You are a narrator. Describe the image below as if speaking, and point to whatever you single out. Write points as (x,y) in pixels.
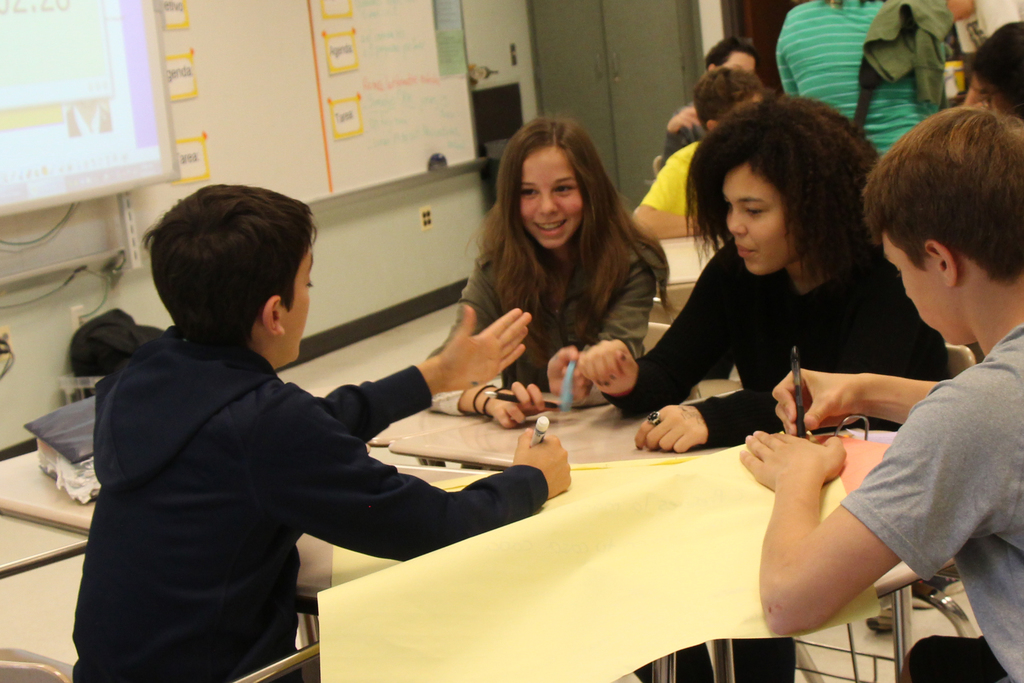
In this image, we can see a group of people (627,217) wearing clothes (236,394) and sitting in front of tables (436,470). There are two persons (344,513) holding pens (536,433) with their hands (777,390). There is a locker (615,88) and board (403,54) at the top of the image (403,54). There is a screen (63,74) in the top left of the image (93,100). There is a book (72,440) on the left side of the image (68,476).
